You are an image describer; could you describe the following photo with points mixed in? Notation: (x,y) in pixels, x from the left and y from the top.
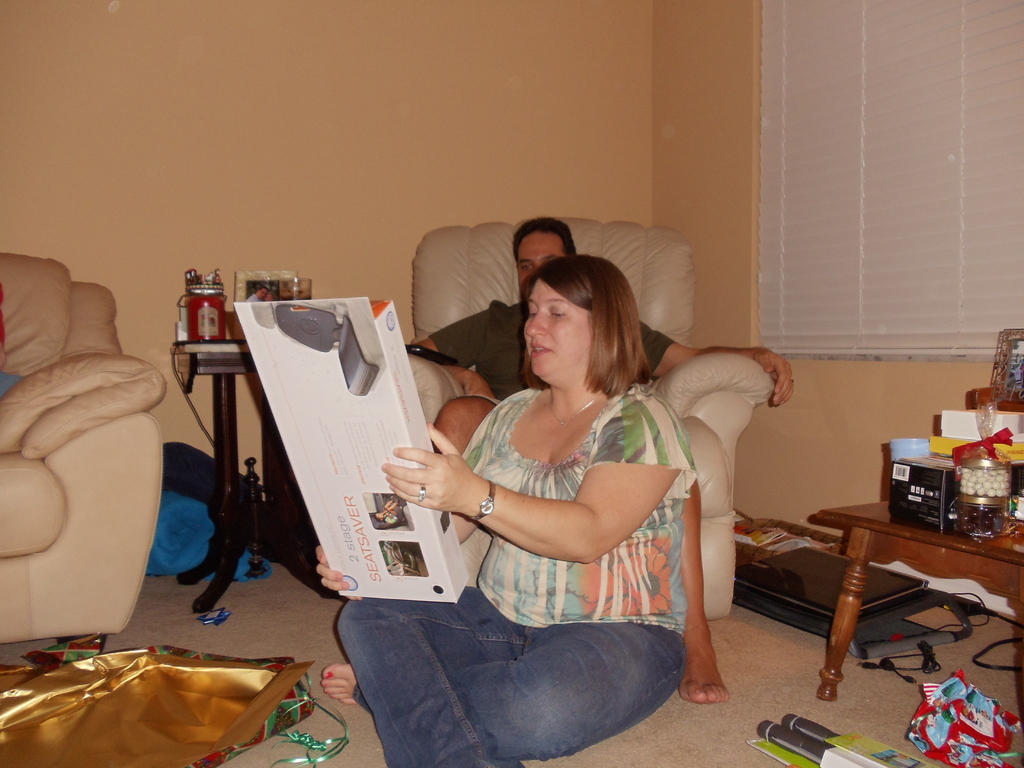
This image is clicked inside the room (691,249). There are two persons (644,609) in the image. A woman (523,608) and a man (737,351). The man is sitting in the sofa (653,239). The woman (609,488) is sitting on the floor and holding a box (362,506). To the left (13,484), there is a white color sofa (78,504). To the right (934,552), there is a table (967,557) and window (935,234) along with window blind (880,240). In the background (485,20) there is a wall (519,43).
